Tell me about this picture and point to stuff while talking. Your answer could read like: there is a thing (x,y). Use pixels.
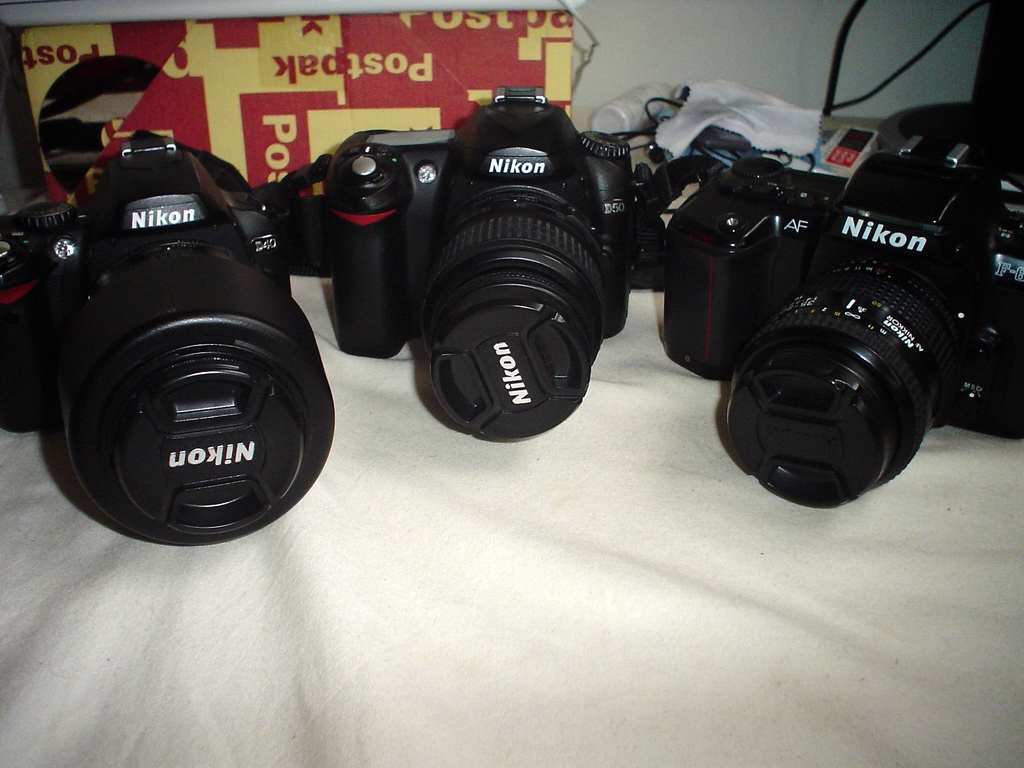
In this image I can see three cameras (517,302) which are black in color on the white colored cloth (687,559). In the background (301,141) I can see a red and yellow colored object (264,87) and the white colored wall (656,49).
